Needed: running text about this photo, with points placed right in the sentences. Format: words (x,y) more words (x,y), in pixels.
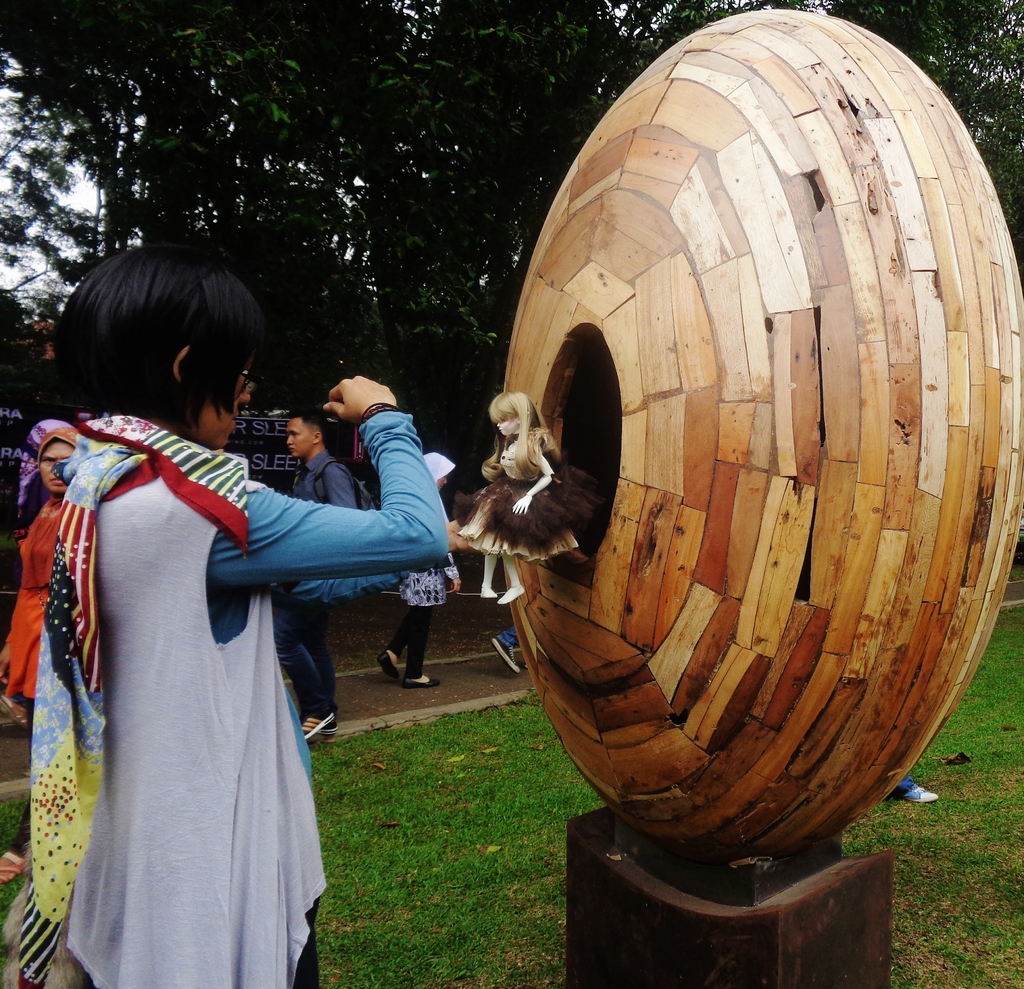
On the right side of the image (825,906) there is a statue (714,898) of an object (585,650) which is in round shape. Inside that there is a toy (586,477). In front of the statue (765,901) there is a person (102,544) standing. Behind the person (112,498) there are few people (46,518) walking. On the ground (433,776) there is grass (422,808). In the background (463,191) there are trees (429,296) and also there is a poster (286,435) with some text (266,450) on it.
